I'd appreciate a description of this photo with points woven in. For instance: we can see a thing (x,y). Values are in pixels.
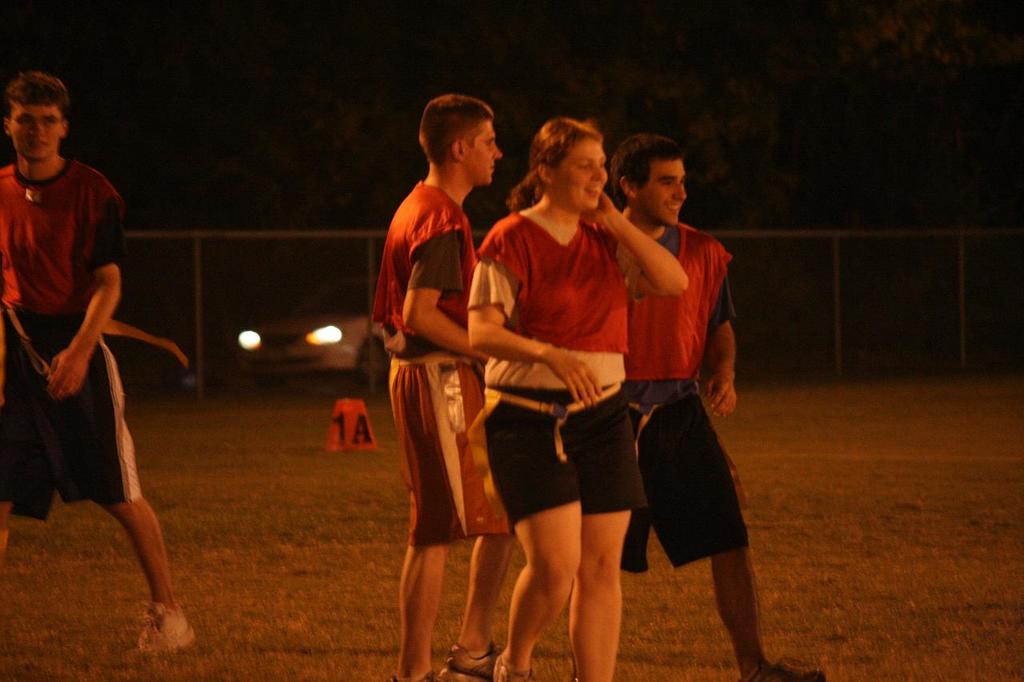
This is an image clicked in the dark. Here I can see a woman (534,333) and three men (392,287) are standing on the ground (223,624). The woman (609,346) and a man (680,457) are smiling by looking at the right side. In the background (299,303) there is a car (293,350) in the dark.
